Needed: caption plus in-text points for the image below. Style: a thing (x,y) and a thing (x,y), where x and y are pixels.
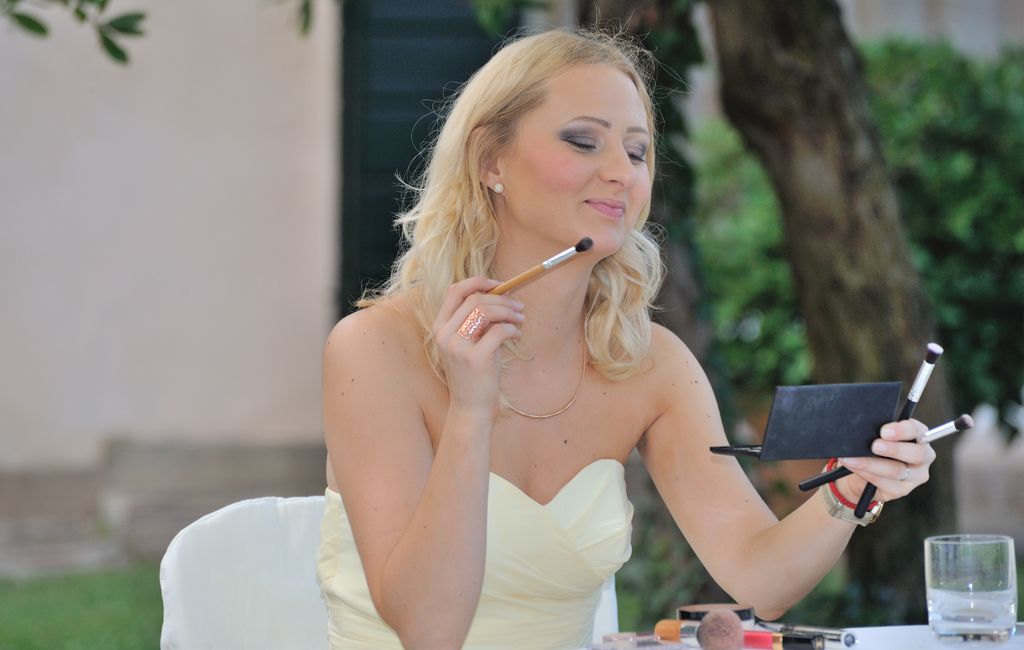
In this image we can see a woman (443,575) sitting on the chair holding brushes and a box (831,417) in her hands (891,436). In the foreground (720,627) we can see a group of brushes (733,630) and a glass (979,616) placed on the table (925,642). In the background (974,396) we can see a group of trees (813,179) and building (318,104) with the door (364,153).
